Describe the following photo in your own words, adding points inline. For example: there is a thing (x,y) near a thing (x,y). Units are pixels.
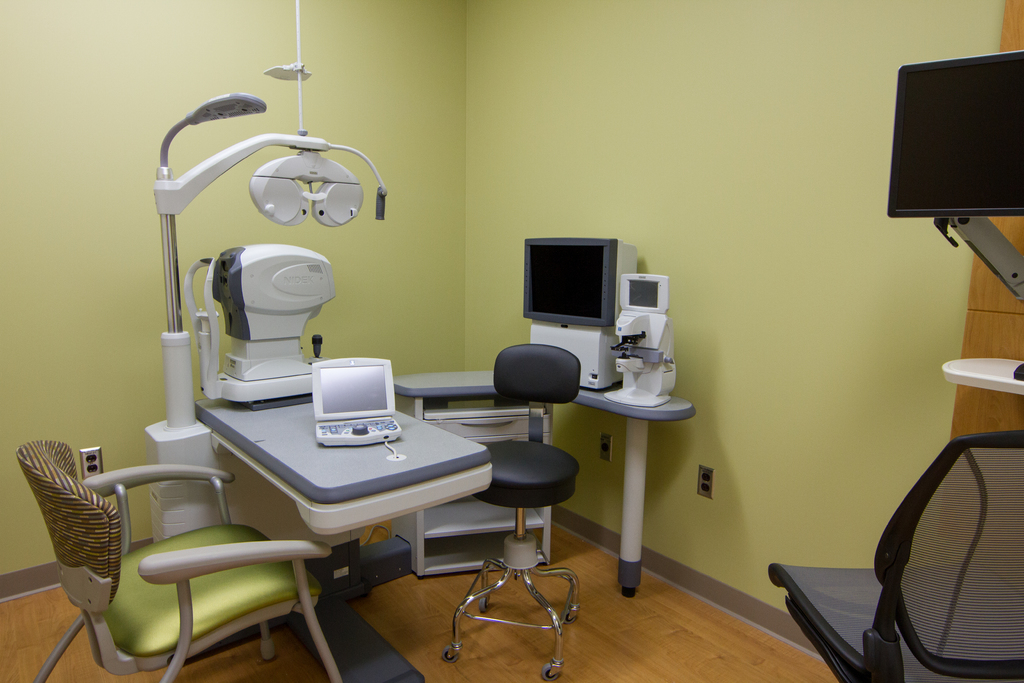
In this image we can see the inner view of a room (455,368). In the room (453,306) there are computers (389,434), chairs (572,492), side tables (472,467) and machines (262,314). In the background (767,276) we can see walls (681,251).
